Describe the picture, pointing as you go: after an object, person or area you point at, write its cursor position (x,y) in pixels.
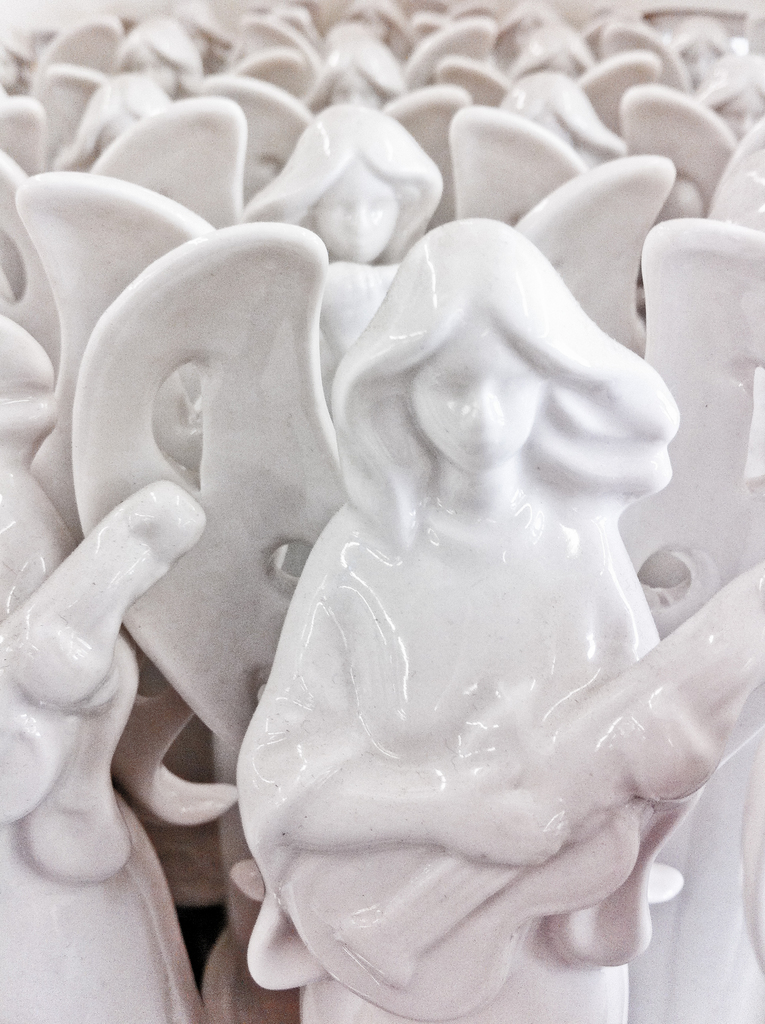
As we can see in the image there are white color statues (356,442) holding guitars (145,524).
